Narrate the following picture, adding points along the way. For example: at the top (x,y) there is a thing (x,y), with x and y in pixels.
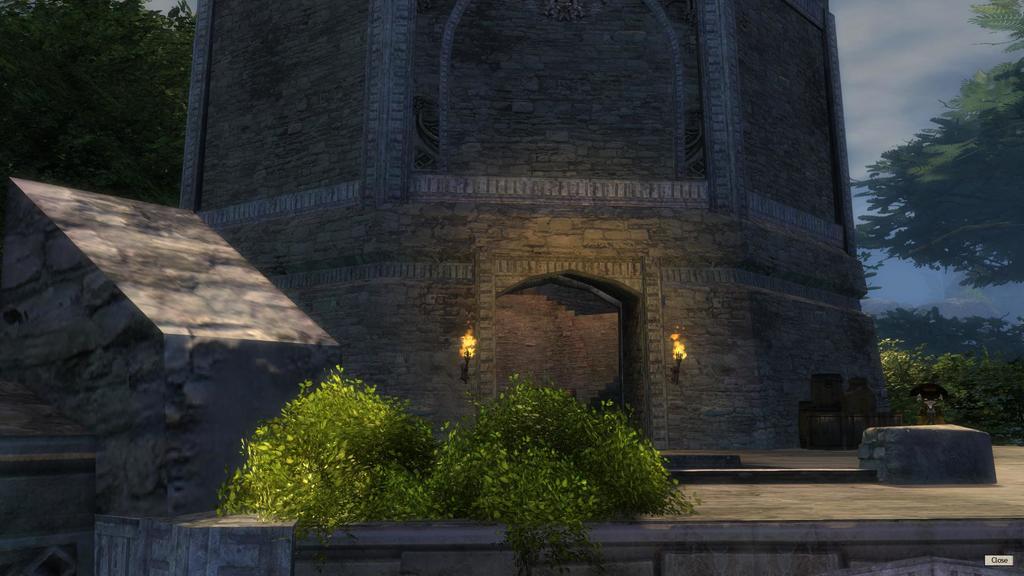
This is an animated picture. In the foreground of the picture (474,460) there are plants (321,388). In the center of the picture (452,364) there is a castle (585,391). On the right (957,375) there are trees (1017,96) and boxes (829,435). On the left (59,105) there are trees (82,99).
